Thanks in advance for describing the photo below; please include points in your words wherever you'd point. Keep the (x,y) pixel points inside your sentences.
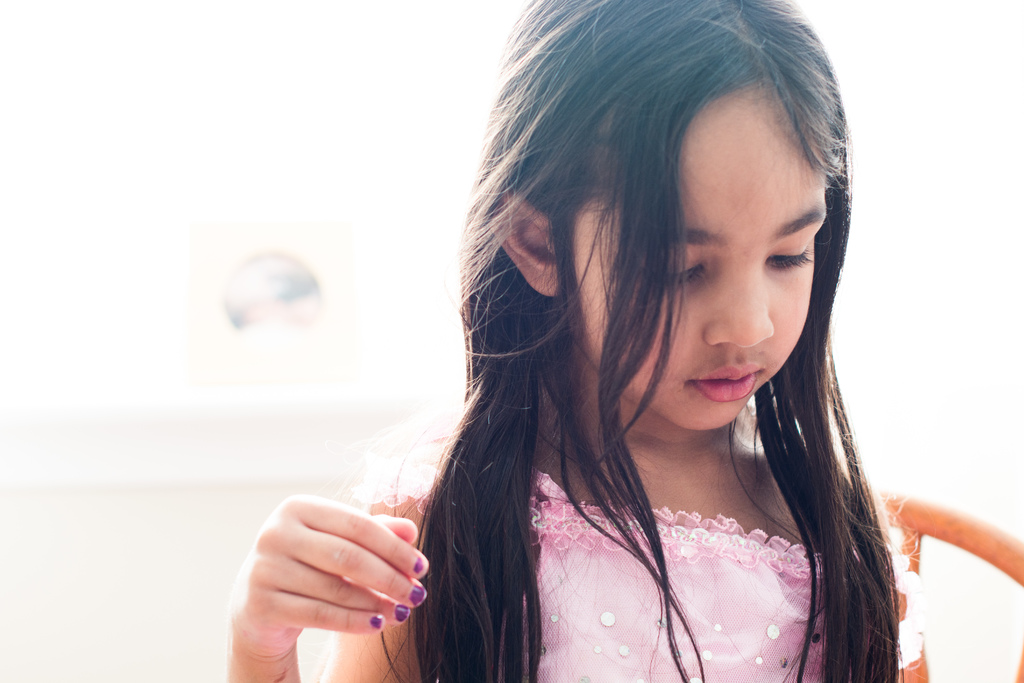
In this image, we can see a small girl (774,515), she is looking down, there is a blur background (273,431).
